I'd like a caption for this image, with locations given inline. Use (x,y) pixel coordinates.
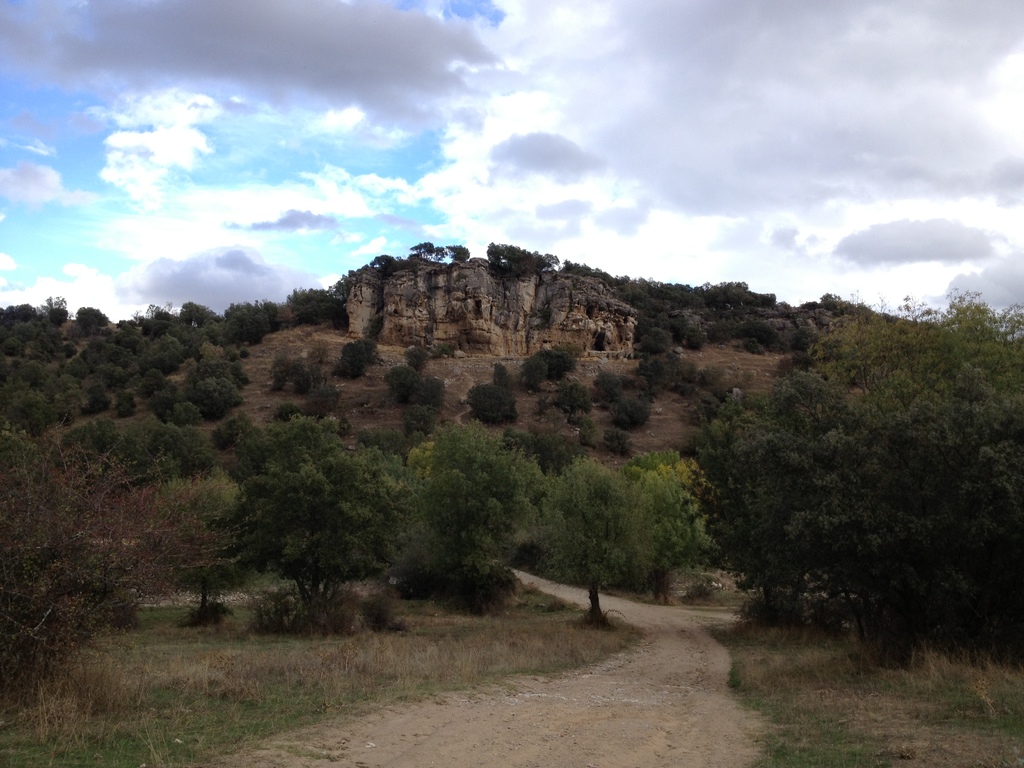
This picture is clicked outside. In the foreground (554,718) we can see an alley (659,707), grass (347,656), plants (145,516) and trees (366,552). In the background (640,139) we can see the sky (626,141) with the clouds (439,125) and we can see a castle like object (544,310) and we can see the plants (652,367) and hills (683,381).
